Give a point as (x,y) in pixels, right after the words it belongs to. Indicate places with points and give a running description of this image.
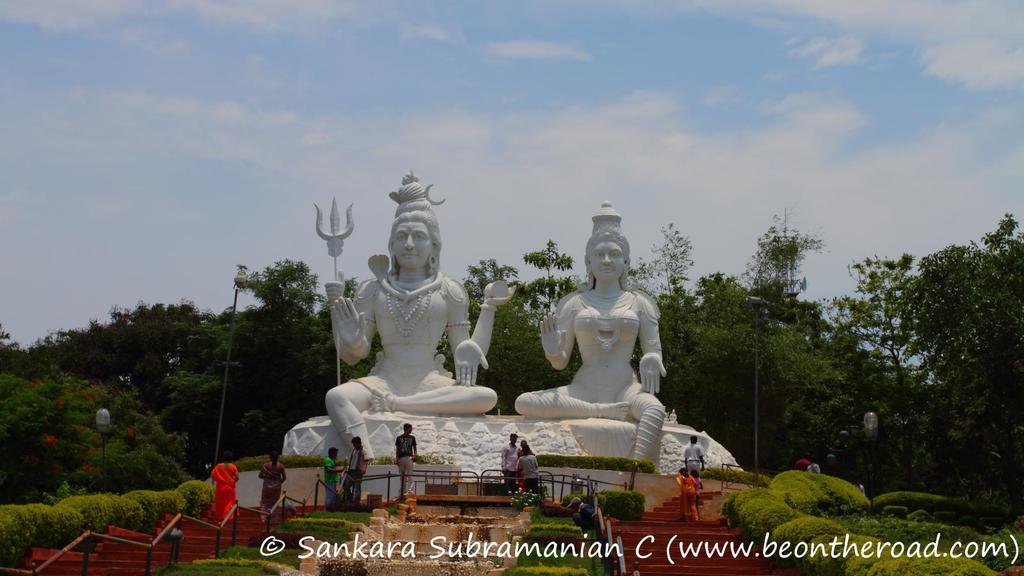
In this picture we can see two statues (410,367) here, there are some people (684,467) standing here, in the background (518,380) there are some trees (514,327), we can see shrubs (168,508) and grass (310,521) here, on the left side (196,538) there are some stairs (202,549), we can see the sky (379,131) at the top of the picture (420,98), there is a pole (103,478) and light (104,425) here.
